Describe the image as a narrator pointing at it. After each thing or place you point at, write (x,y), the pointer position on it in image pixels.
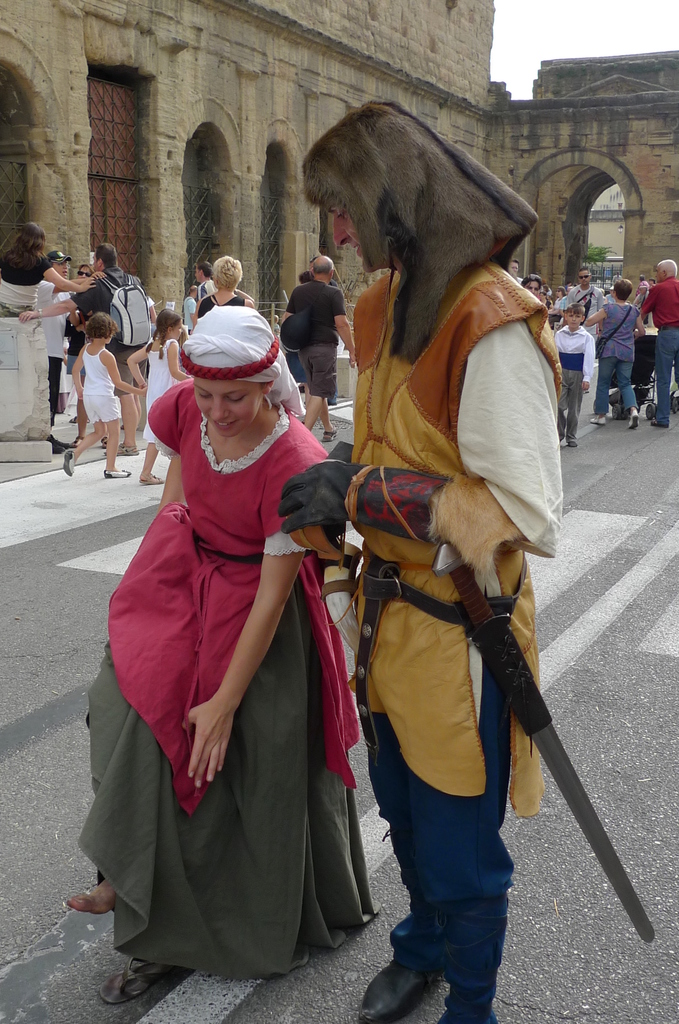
In this image, we can see two persons (377,734) wearing costumes (373,718) and standing on the road (334,987). In the background (579,288), we can see the people (575,396), fort (313,215), walls (247,205), grilles (201,211), some objects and the sky (611,44). Few people (608,362) are holding some objects (604,349).
